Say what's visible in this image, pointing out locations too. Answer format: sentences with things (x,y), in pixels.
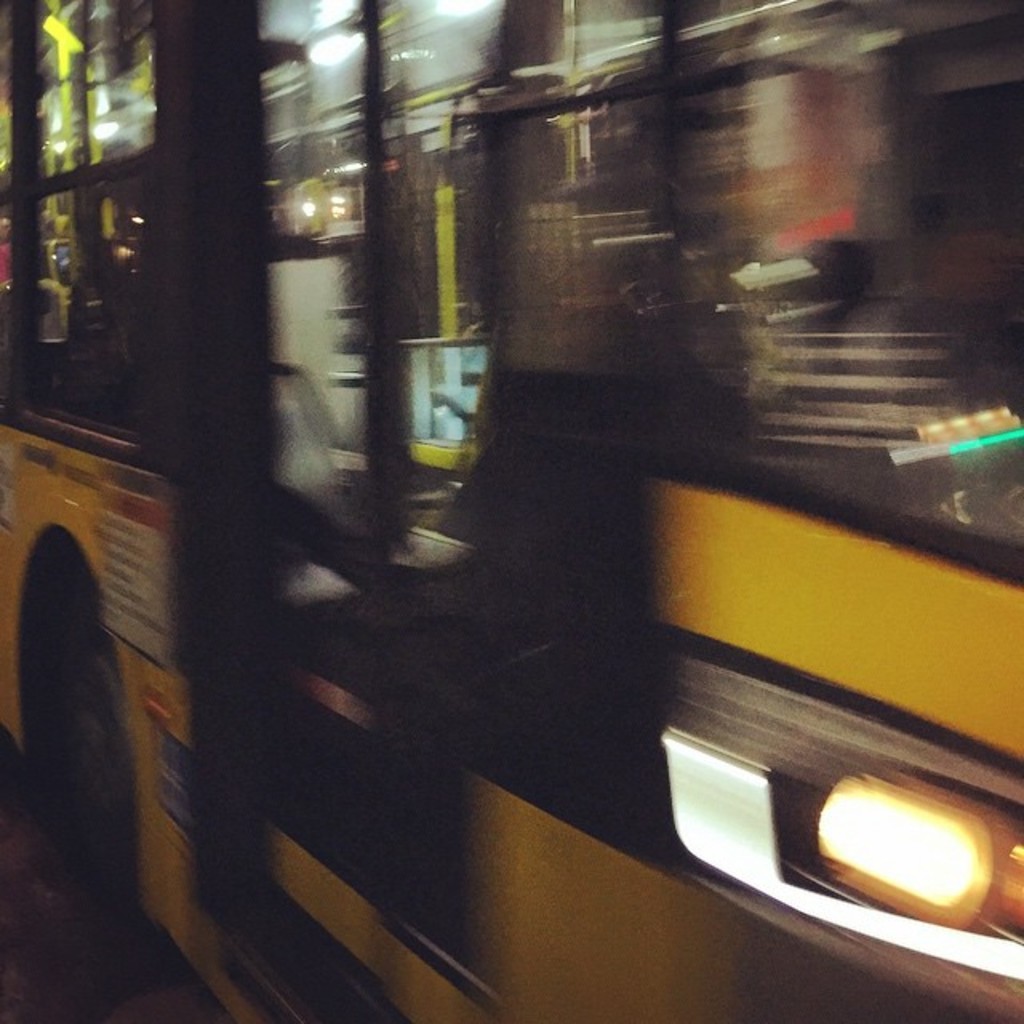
In this image I can see a bus (358,578) and light (712,792) on the road (5,888). This image is taken may be during night.
